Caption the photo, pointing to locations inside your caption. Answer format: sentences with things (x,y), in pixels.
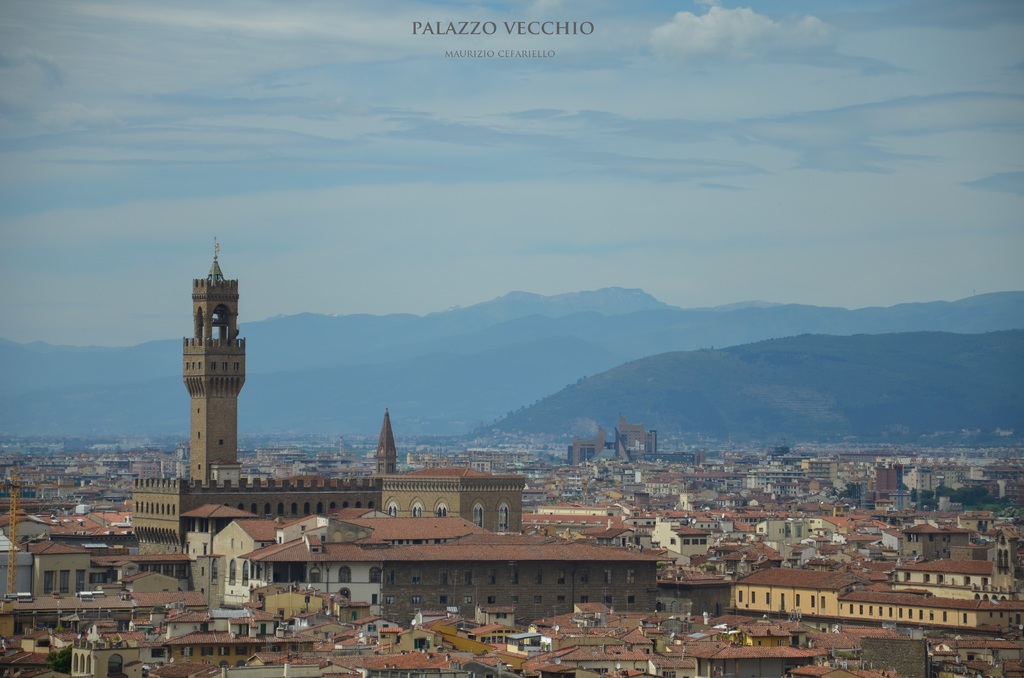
In this picture we can see buildings (500,540), on the left side (219,374) there is a tower (199,372), in the background (692,393) we can see hills (540,318), there is the sky (565,211), clouds (546,108) and some text (512,30) at the top of the picture (468,30).
